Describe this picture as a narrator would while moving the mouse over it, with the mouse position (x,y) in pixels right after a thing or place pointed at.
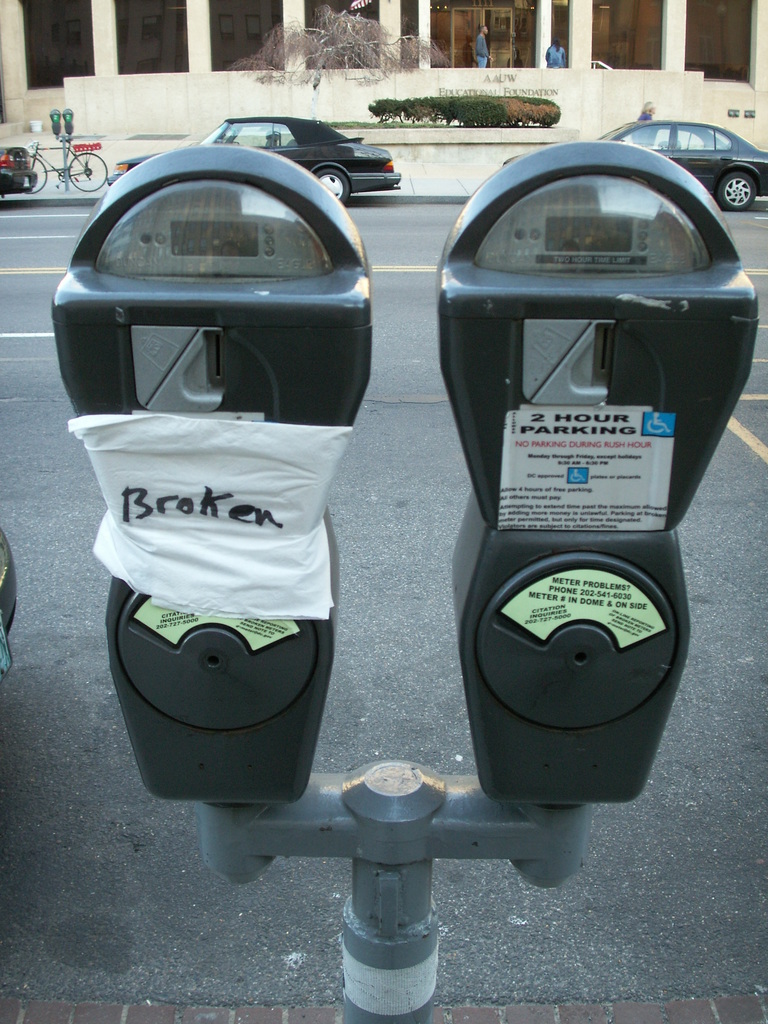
In Front (258,169) portion of the picture we can see two meters (207,698), One is broken and the other is working. This is the road (407,527). On the background of the picture (731,67) we can see building (71,35) with pillars (586,28) and with two person (554,62). Near to the building (540,59) we can see plants (480,115). On the right side of the picture (704,142) we can see a black car (710,157). Behind the car (690,155) there is one person (647,114). This is also a car (347,163).
